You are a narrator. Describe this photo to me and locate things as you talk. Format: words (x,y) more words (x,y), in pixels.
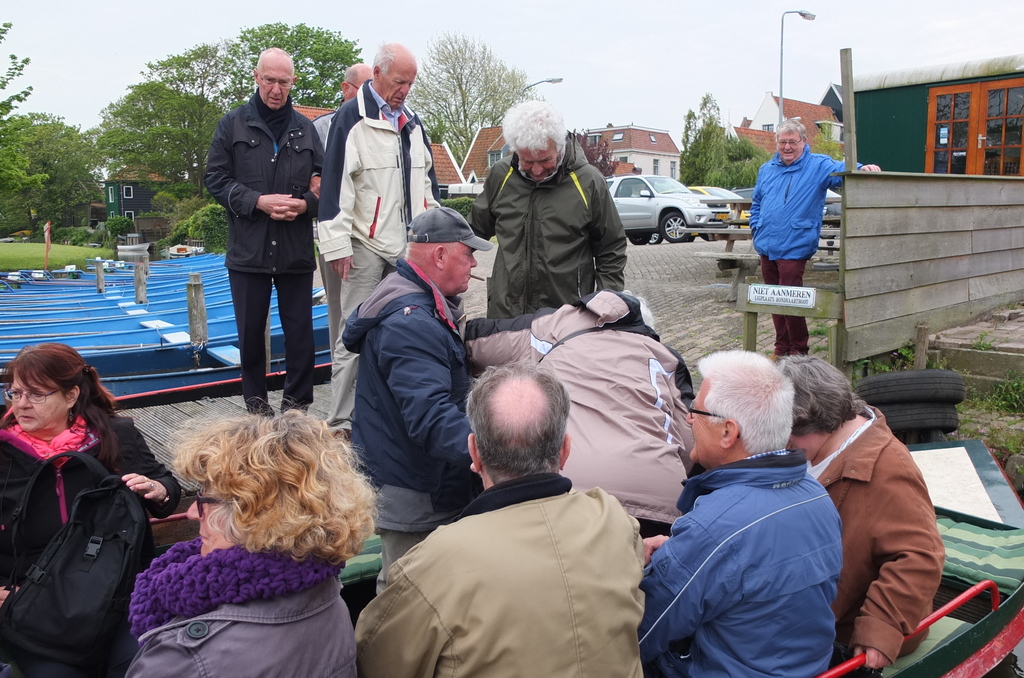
In this image at the bottom (534,590) there is a man (573,591), he wears a jacket (534,593) and there is a man (768,573), he wears a blue jacket (812,537). On the left bottom (174,630) there is a woman (239,598), she wears a jacket (218,634) and there is a woman (47,503), she wears a jacket (65,480), she is holding a bag (85,635). In the middle (601,367) there are people (559,344), houses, buildings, plants (58,219), grass (79,246), bench (729,247), tires (904,385), vehicle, boats (147,351), street lights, poles (846,148), windows (934,158). At the top (545,44) there is sky (578,37).
